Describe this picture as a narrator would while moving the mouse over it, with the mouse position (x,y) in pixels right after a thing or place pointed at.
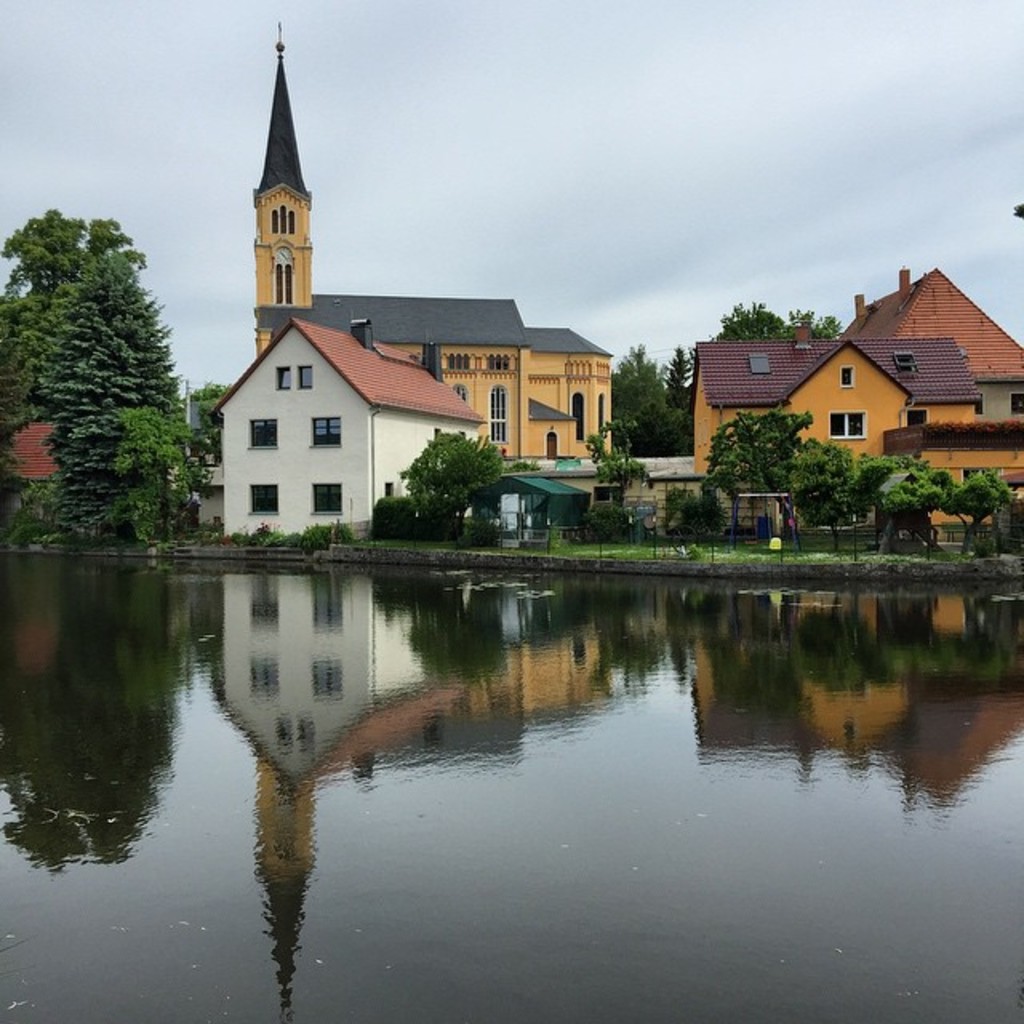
In this picture there buildings (907,517) and trees (142,501) and there is a fence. At the top (609,148) there is sky (605,210). At the bottom (637,855) there is water (681,877) and there are reflections (74,733) of buildings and trees (54,735) and there is a reflection (706,871) of sky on the water (538,914).
